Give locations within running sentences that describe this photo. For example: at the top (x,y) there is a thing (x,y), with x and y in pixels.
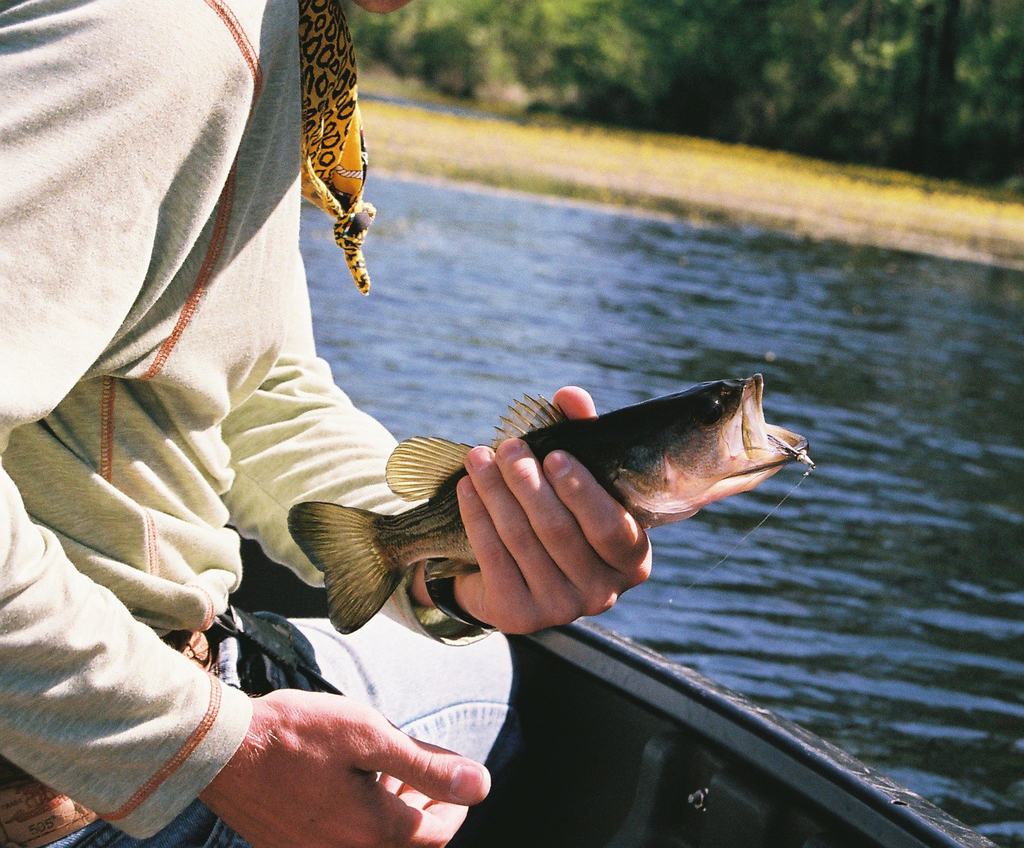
In the image we can see there is a person (276,526) sitting in the boat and he is holding fish (750,398) in his hand (555,506). There is a fishing rope pin (797,459) kept in the mouth (754,451) of the fish (781,462) and there is a river (864,339). Behind there are trees (428,51) and background of the image (974,24) is little blurred.
